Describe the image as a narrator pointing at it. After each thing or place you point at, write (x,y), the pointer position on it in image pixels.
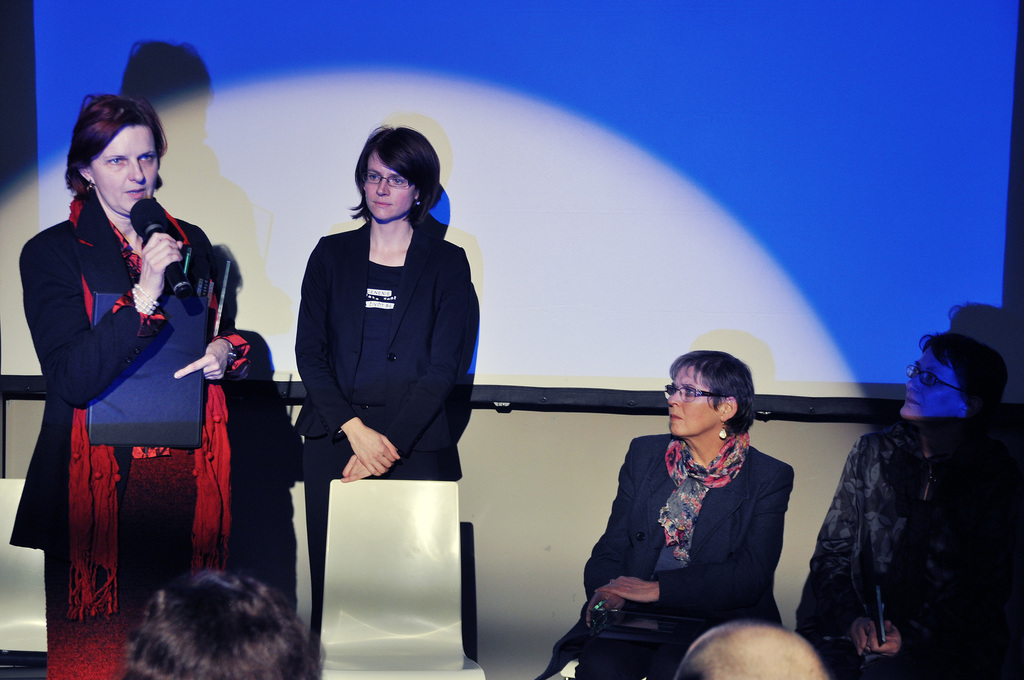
In this image there is a woman (156,289) holding a mike (152,228). She is standing. Beside her there is a chair (390,585). Behind there is a woman (399,396) standing. There are two women (646,536) sitting. Bottom of the image (222,635) there are people (249,642). There is a screen (584,375). Background (517,459) there is a wall (526,497).
